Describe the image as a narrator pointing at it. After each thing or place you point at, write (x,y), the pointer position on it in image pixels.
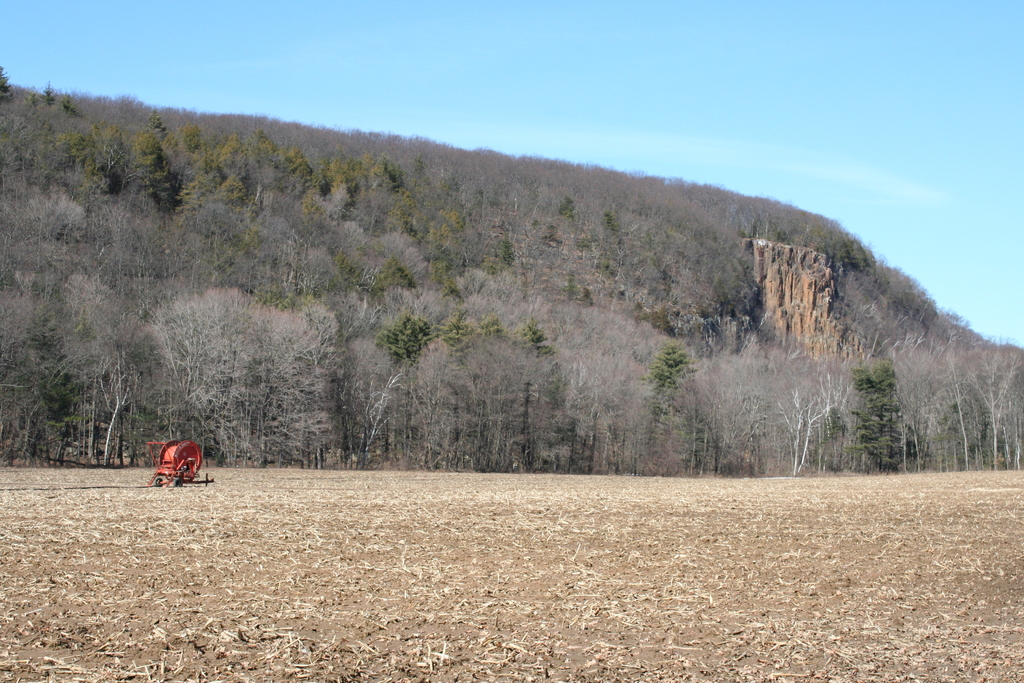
In this image we can see a red color object (188,477) on the ground (444,496). And there are trees (492,233), rock (791,264) and sky (770,94) in the background (770,94).
